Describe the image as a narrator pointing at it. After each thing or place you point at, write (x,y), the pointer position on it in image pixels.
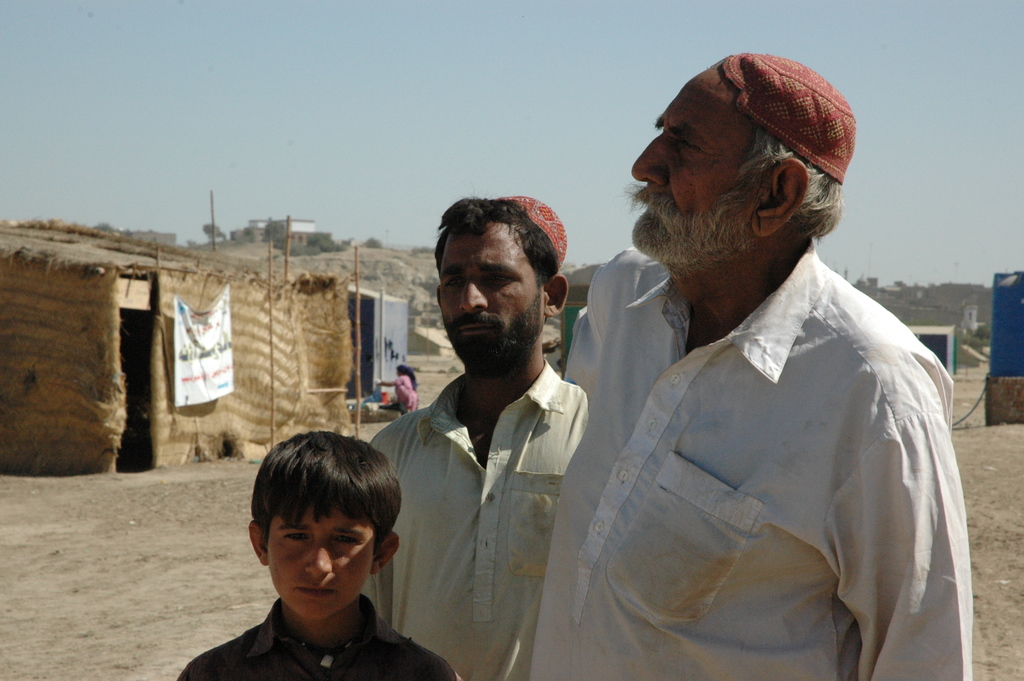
Here a man (762,513) is standing he wore a white color shirt (729,450) and a dark red color cap (804,79). In the left side (193,281) it is a hut (261,382), at the top (362,69) it's a sunny sky (330,133).
